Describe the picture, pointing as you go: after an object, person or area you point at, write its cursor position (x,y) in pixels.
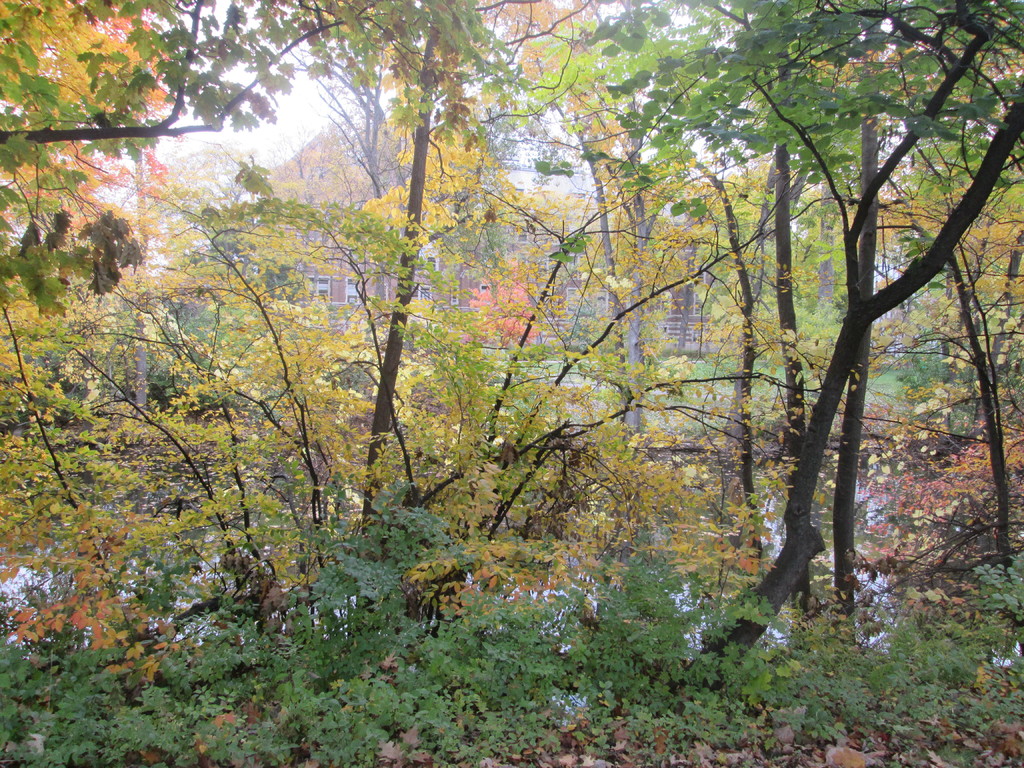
These are the green trees (564,441).
